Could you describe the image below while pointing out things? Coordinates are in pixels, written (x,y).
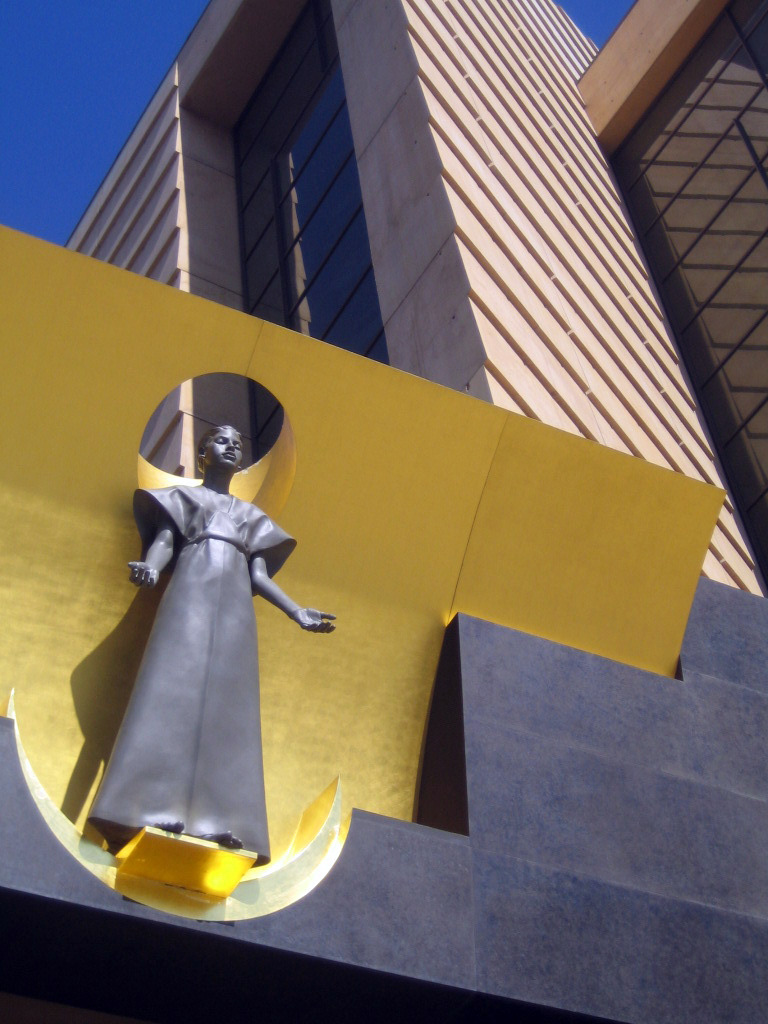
In this image I can see a black color sculpture (253,635) of a woman (194,610). In the background (398,576) I can see a building (499,376), yellow color thing (377,459) over here and sky (82,90).
